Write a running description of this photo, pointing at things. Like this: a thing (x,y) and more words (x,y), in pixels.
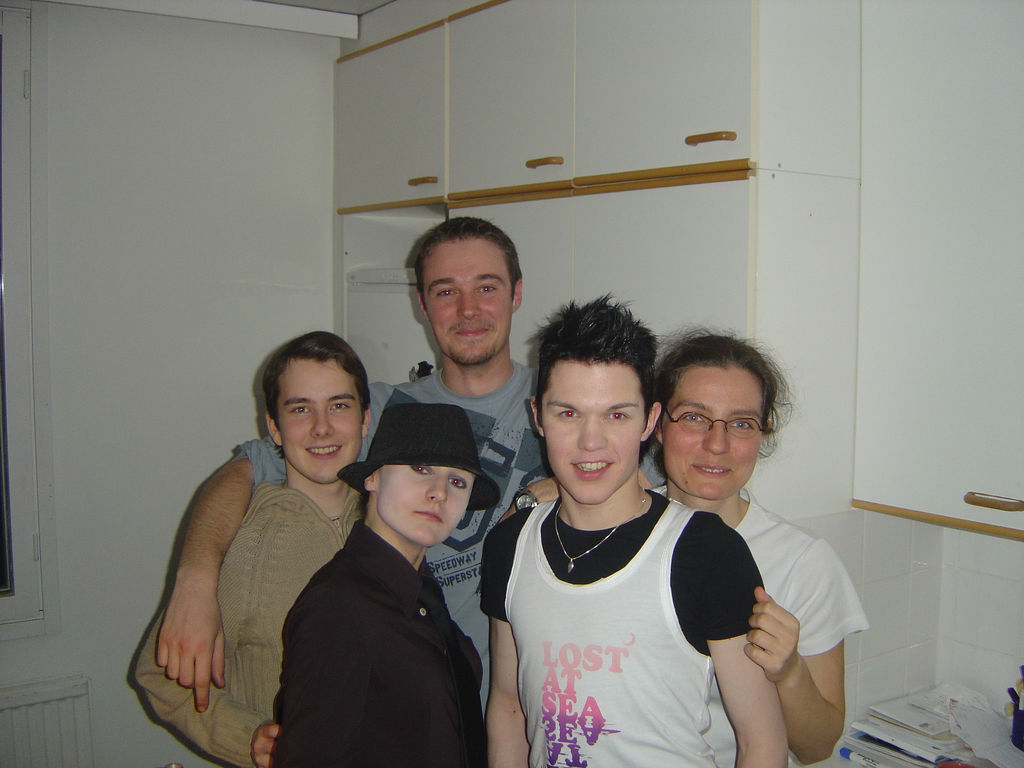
In this image I can see few people (544,605) standing and smiling. They are wearing different color dresses (474,641). Back I can see white cupboards (637,102), papers (1002,742), window (6,487), white wall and few objects (864,763) on the table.
